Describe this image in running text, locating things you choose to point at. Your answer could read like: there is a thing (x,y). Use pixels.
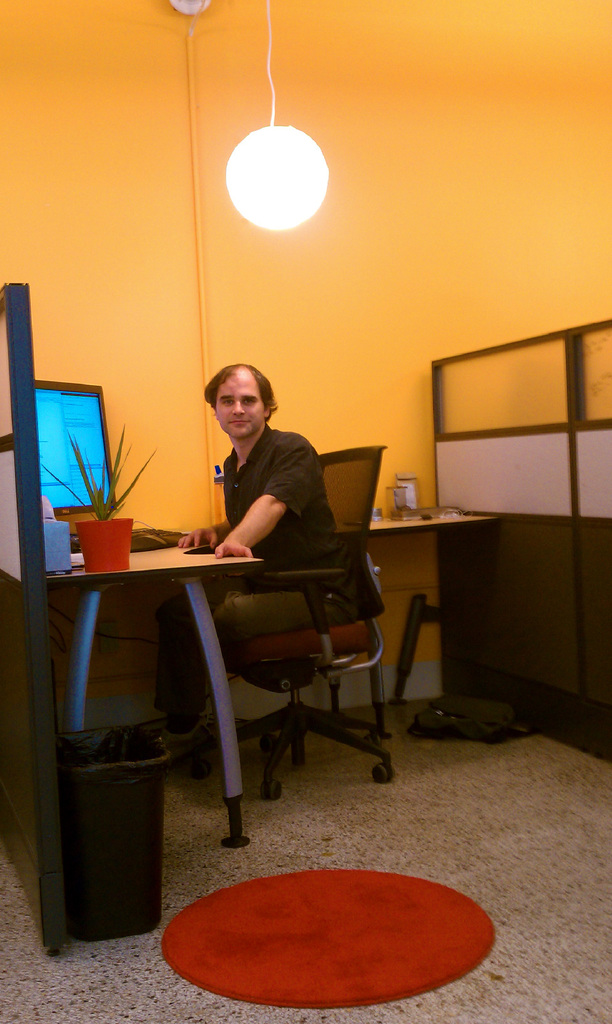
In this picture we can see a man (171,611) who is sitting on the chair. This is table (178,576). On the table (187,559) there is a monitor (62,506), keyboard (157,542), and a plant (125,552). This is floor (494,836) and there is a bin (115,834). On the background (300,233) we can see the wall (223,167) and this is light (289,166).
